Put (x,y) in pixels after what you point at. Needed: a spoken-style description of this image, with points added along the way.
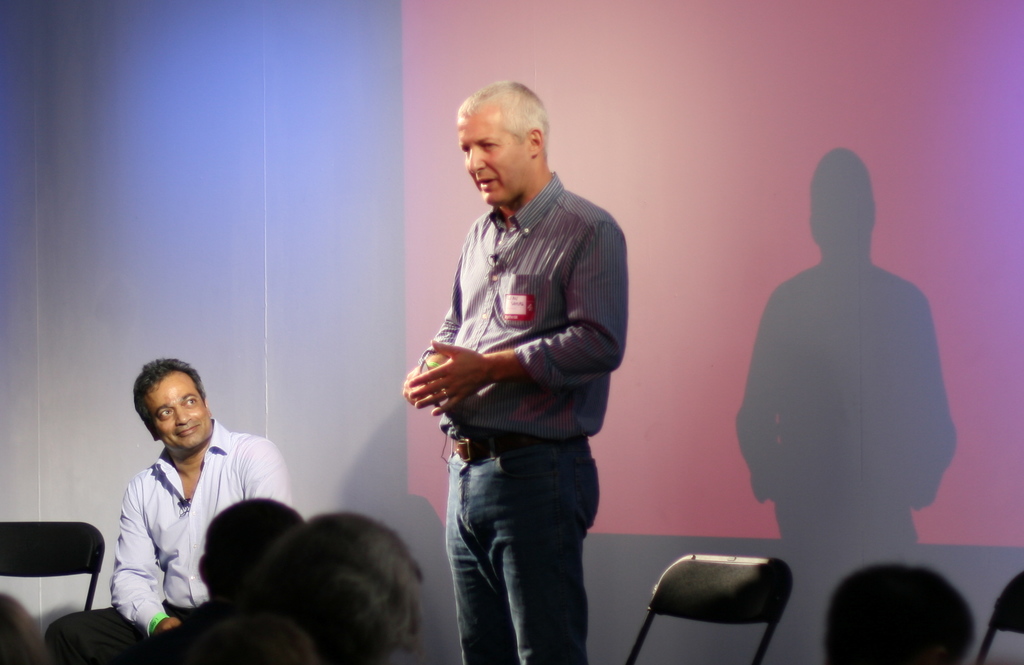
In this picture I can see there is a man (488,390) standing and speaking, there is another person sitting and in the backdrop (404,185) there is a wall (660,339).
